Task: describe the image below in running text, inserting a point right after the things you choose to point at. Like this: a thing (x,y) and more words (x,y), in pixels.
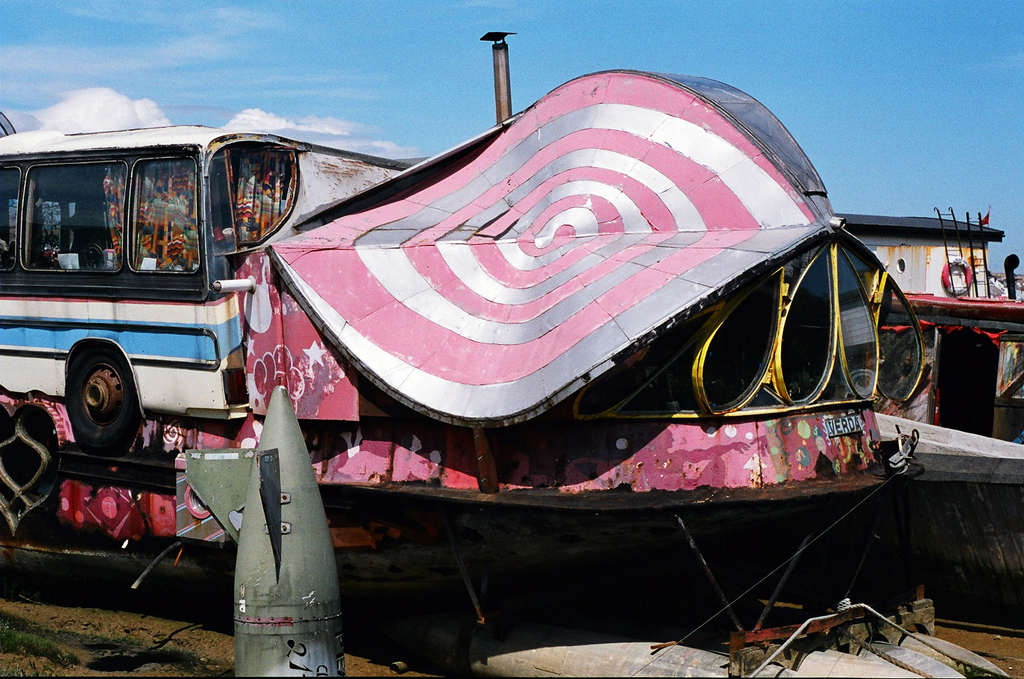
In this image I can see a boat (383,465) which is pink, white, blue and black in color is on the ground (156,639). I can see a white colored object (673,657) and grey colored pole (288,589) on the ground (222,657). In the background (905,256) I can see another boat (962,339) and the sky (722,62).
